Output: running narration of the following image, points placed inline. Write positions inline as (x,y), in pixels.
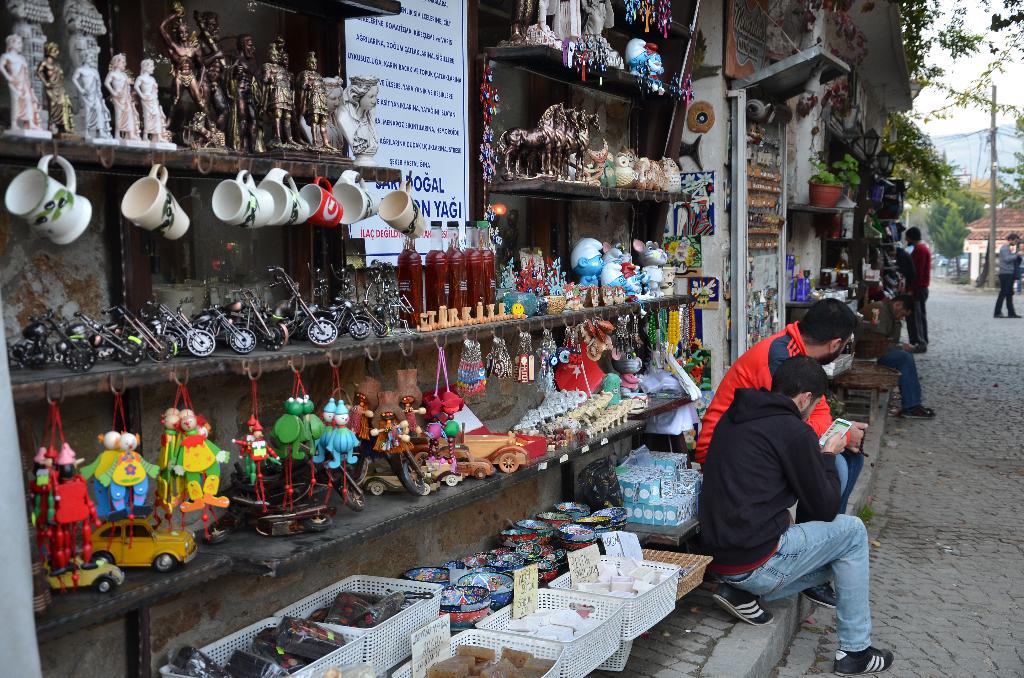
There are different types of objects (356,192) present as we can see in the middle of this image (374,274). There are some persons (709,473) on the right side of this image (907,379) and we can see trees (898,125) in the top right corner of this image (908,151).
